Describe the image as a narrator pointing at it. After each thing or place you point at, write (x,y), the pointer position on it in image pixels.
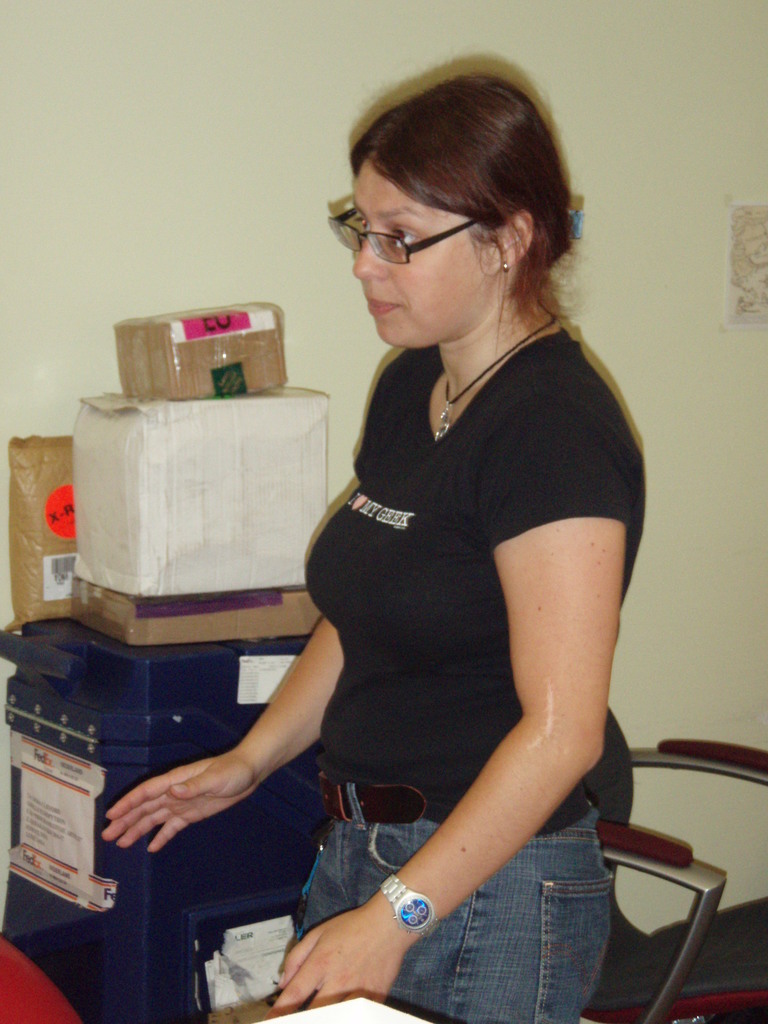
In this picture we can see a woman (503,725), here we can see a chair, boxes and some objects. In the background (731,657) we can see a wall (694,447), sticker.
